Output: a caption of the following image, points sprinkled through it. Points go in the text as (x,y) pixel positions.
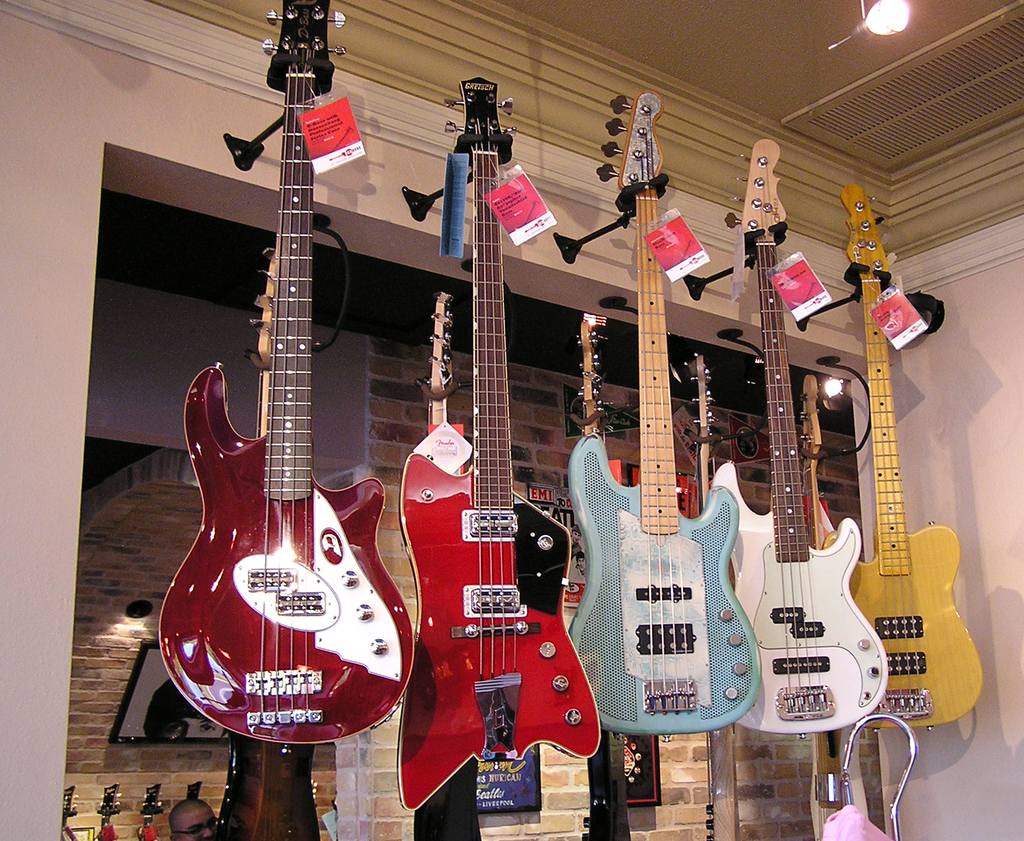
There is a room (687,500). There is a so many guitars (417,490) such as brown, red, blue, white and yellow color. These guitars (368,545) are hanged. We can see in the background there is a lights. The guitar (296,563) has a stickers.
